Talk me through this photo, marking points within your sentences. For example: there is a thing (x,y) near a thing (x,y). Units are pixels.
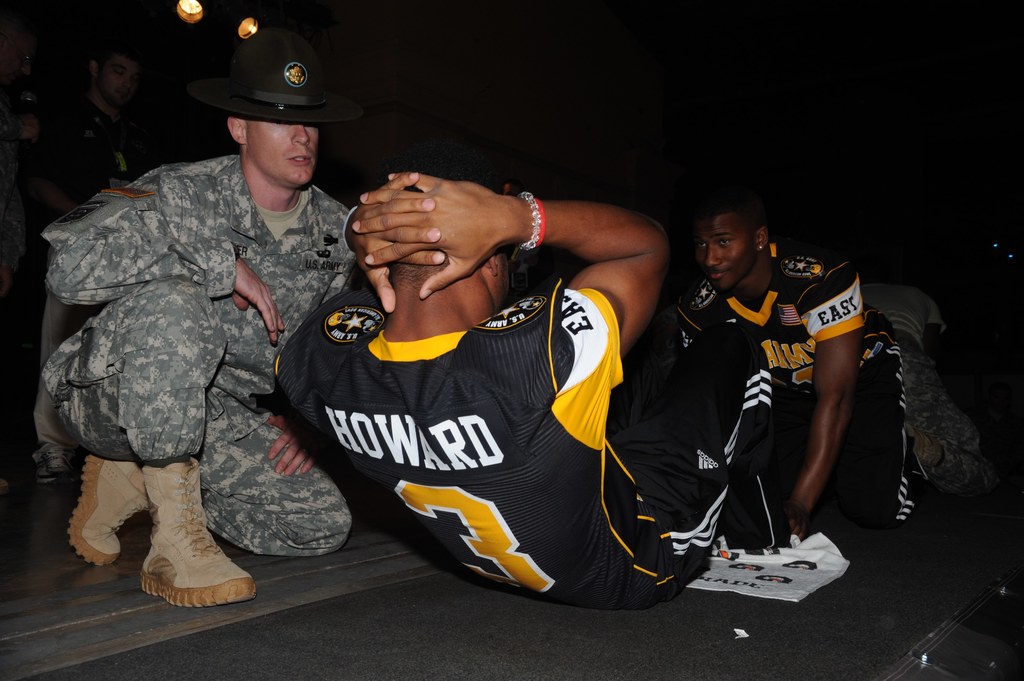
In this picture we can see the group of people (671,392) and on the left (289,216) we can see a person (234,308) wearing a uniform (213,480) and seems to be sitting on the ground (299,572) and in the center (588,237) we can see another person (509,427) wearing t-shirt (524,442) and seems to be doing exercise. In the background (228,16) we can see the lights (193,17) and the background of the image (867,63) is dark.
